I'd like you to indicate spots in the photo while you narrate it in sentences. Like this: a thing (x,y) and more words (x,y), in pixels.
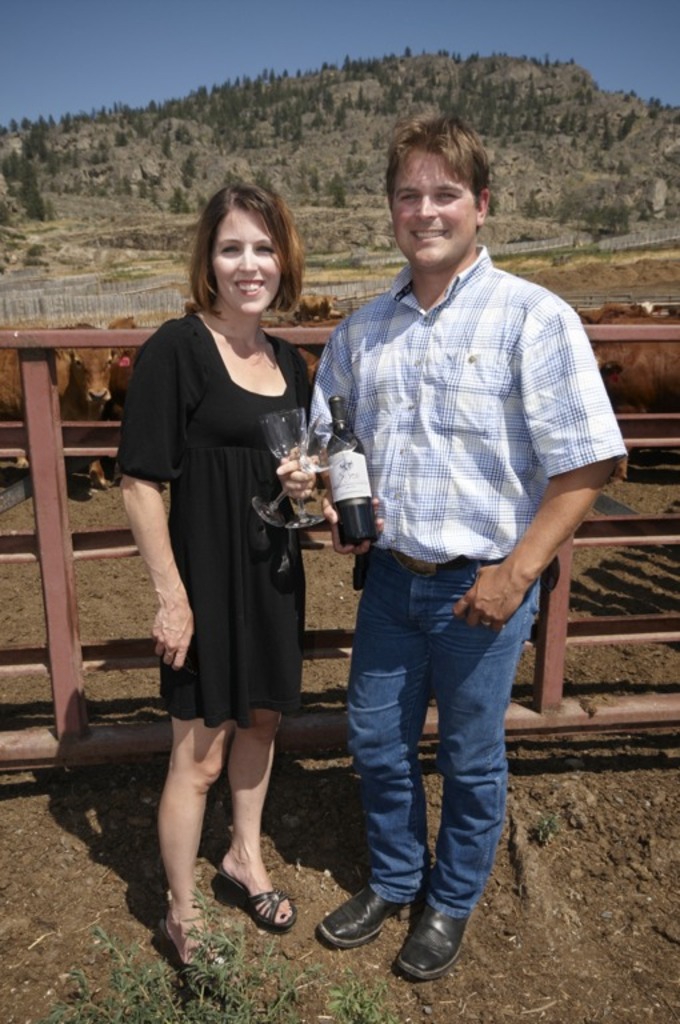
In the image there is a man (446,402) and woman (251,529) stood on mud floor (79,902), the man (388,527) had wine bottle (336,487) in his hand (378,522) and over the background (449,91) there is a hill (469,102) with plants (367,112).
